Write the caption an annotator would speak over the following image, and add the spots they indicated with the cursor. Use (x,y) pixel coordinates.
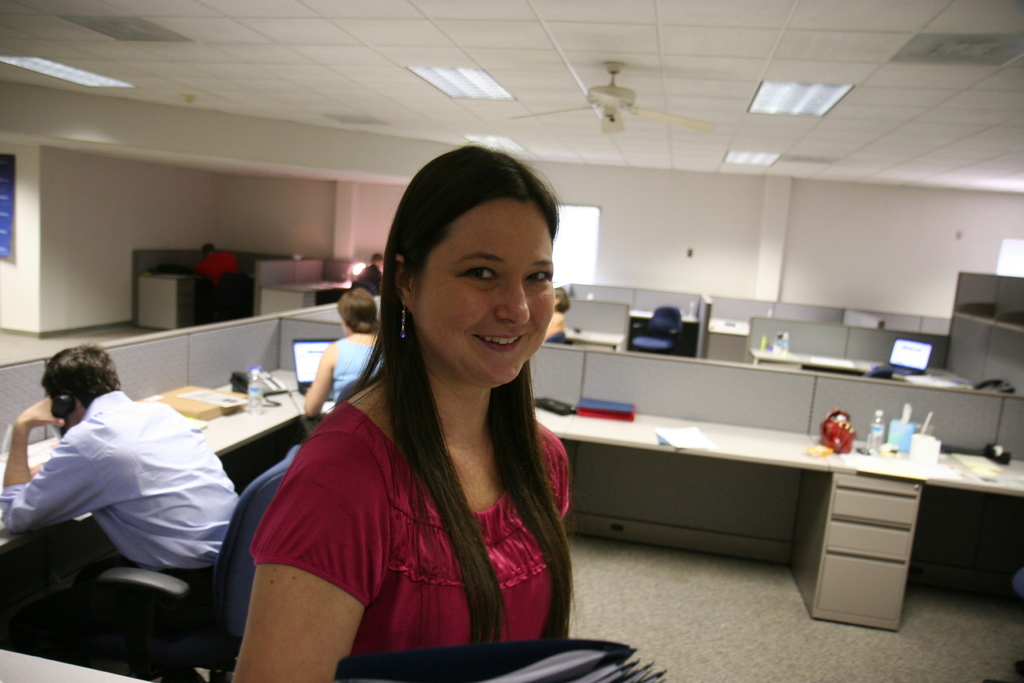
At the bottom (540,558) we can see files (560,671) and a woman (471,333) is standing and smiling. In the background (198,457) there are few persons (145,410) sitting on the chairs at the table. On the table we can see computers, papers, water bottles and other objects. On the left (3,189) there is a hoarding (8,202) on the wall (23,227). In the background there are windows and we can see fan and lights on the ceiling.
